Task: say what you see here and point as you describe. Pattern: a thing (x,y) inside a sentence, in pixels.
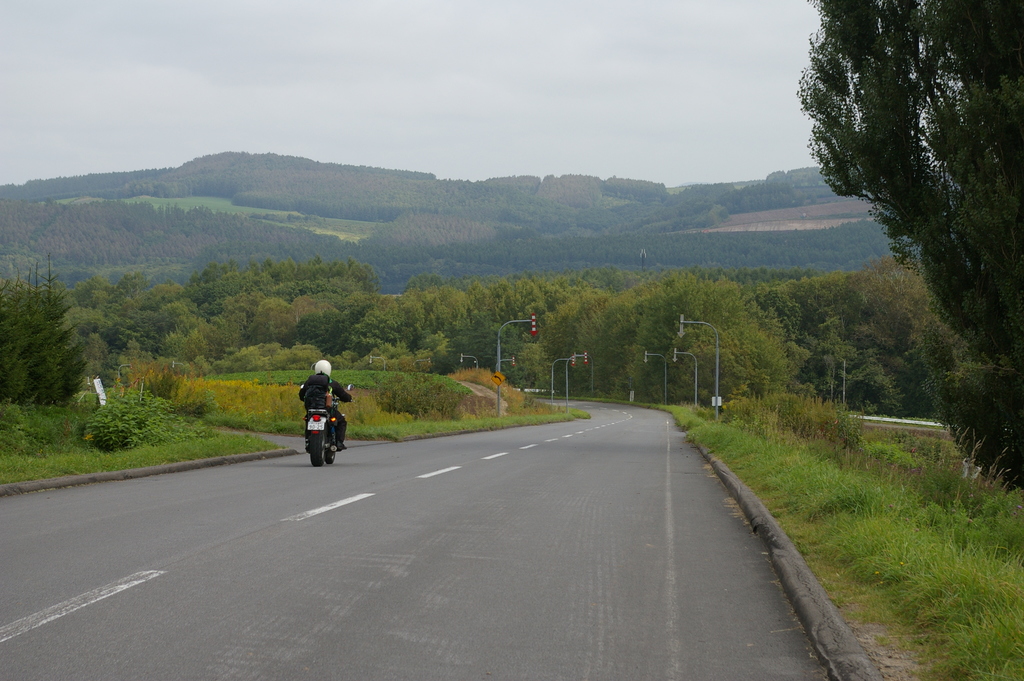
In the foreground (425,308) I can see a person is riding a bike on the road (358,455), grass (925,576), street lights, farm (494,392) and trees (667,350). In the background (417,116) I can see mountains (427,190) and the sky (417,116). This image is taken on the road (560,610).
